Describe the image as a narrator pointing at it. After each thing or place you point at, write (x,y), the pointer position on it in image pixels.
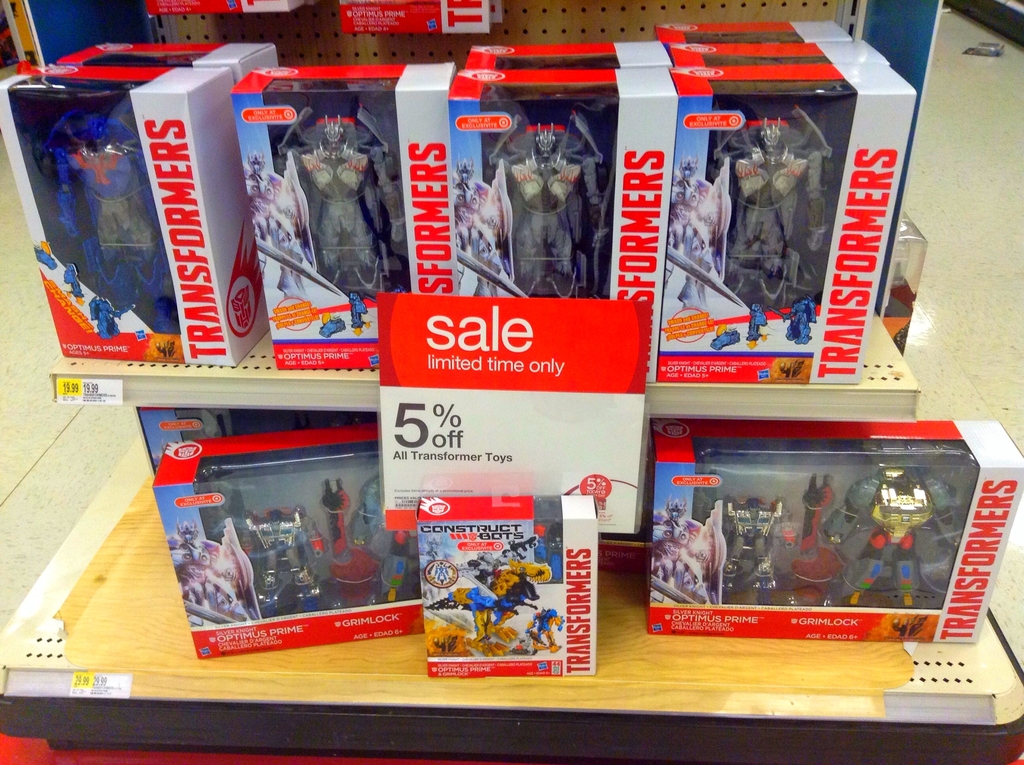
In this image we can see a wooden stand (618,644). On that there are boxes (495,207). On the boxes (218,239) there is text (650,287). There are toys (332,187) in the boxes (419,568).
